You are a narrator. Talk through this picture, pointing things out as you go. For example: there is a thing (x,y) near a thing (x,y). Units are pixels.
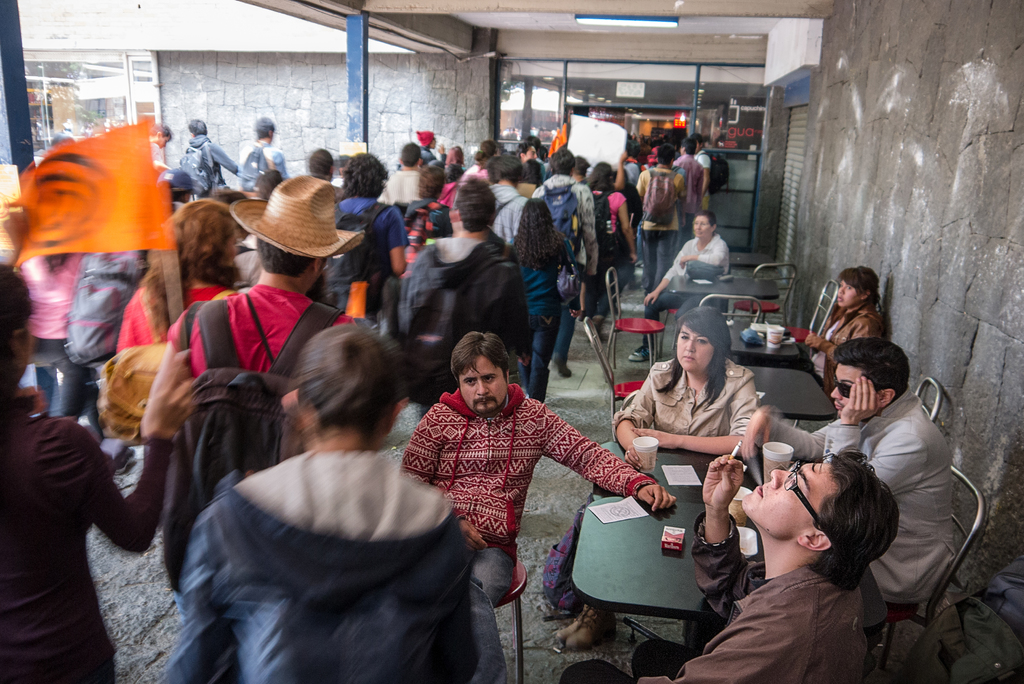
In this image we can see one building (496,62), one light (612,19) attached to the ceiling (638,37). There are two glass doors (640,141), two flags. So many people (284,304) are walking, some people (322,568) are wearing bags (220,426) and holding different kinds of objects (165,231). There are five tables (774,376) and some chairs (651,326) near the wall (959,194). Six people (838,433) sitting on chairs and one man (782,485) is smoking. There are different types of objects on the table (654,514).
